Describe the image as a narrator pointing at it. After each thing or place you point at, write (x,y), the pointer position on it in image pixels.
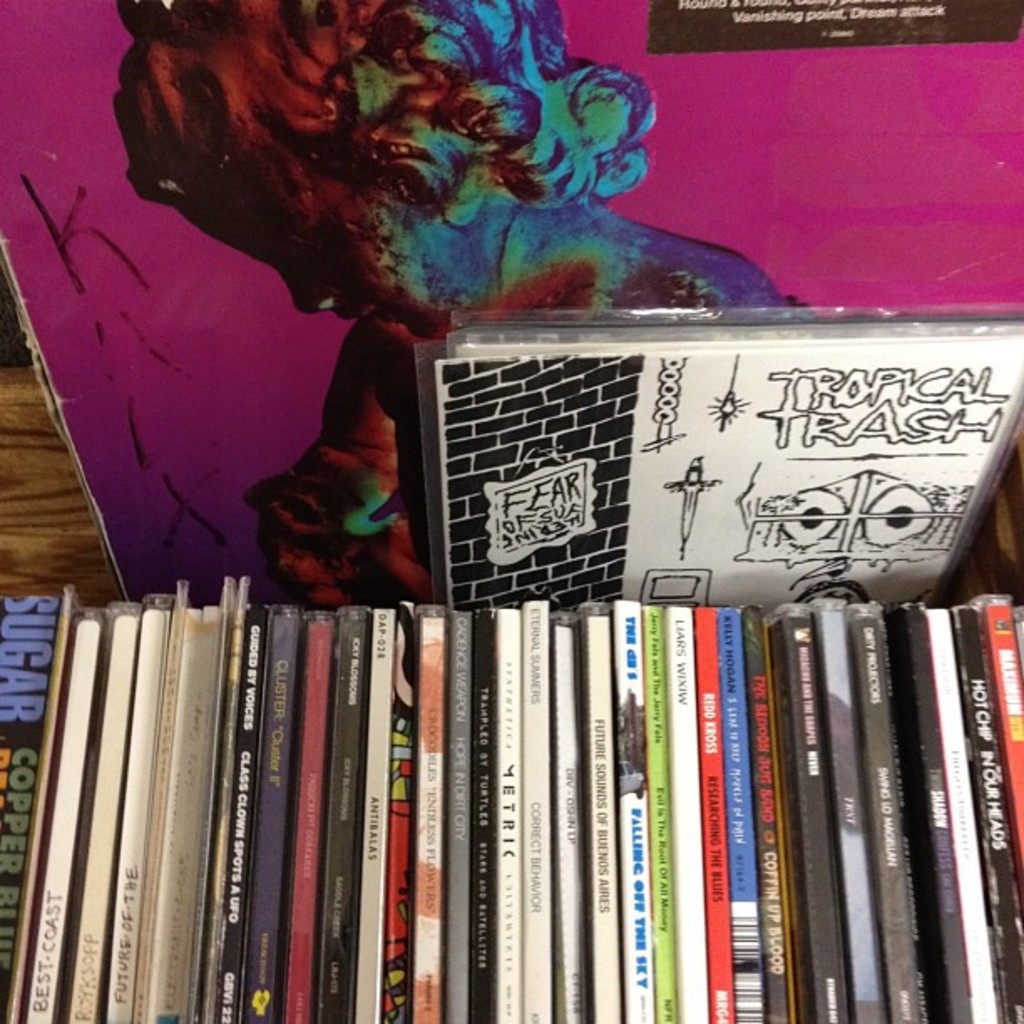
In this image I can see some objects (355,681) and a board (360,357) which has a painting (349,324) on it. These objects (441,673) are on a wooden surface (4,517).
